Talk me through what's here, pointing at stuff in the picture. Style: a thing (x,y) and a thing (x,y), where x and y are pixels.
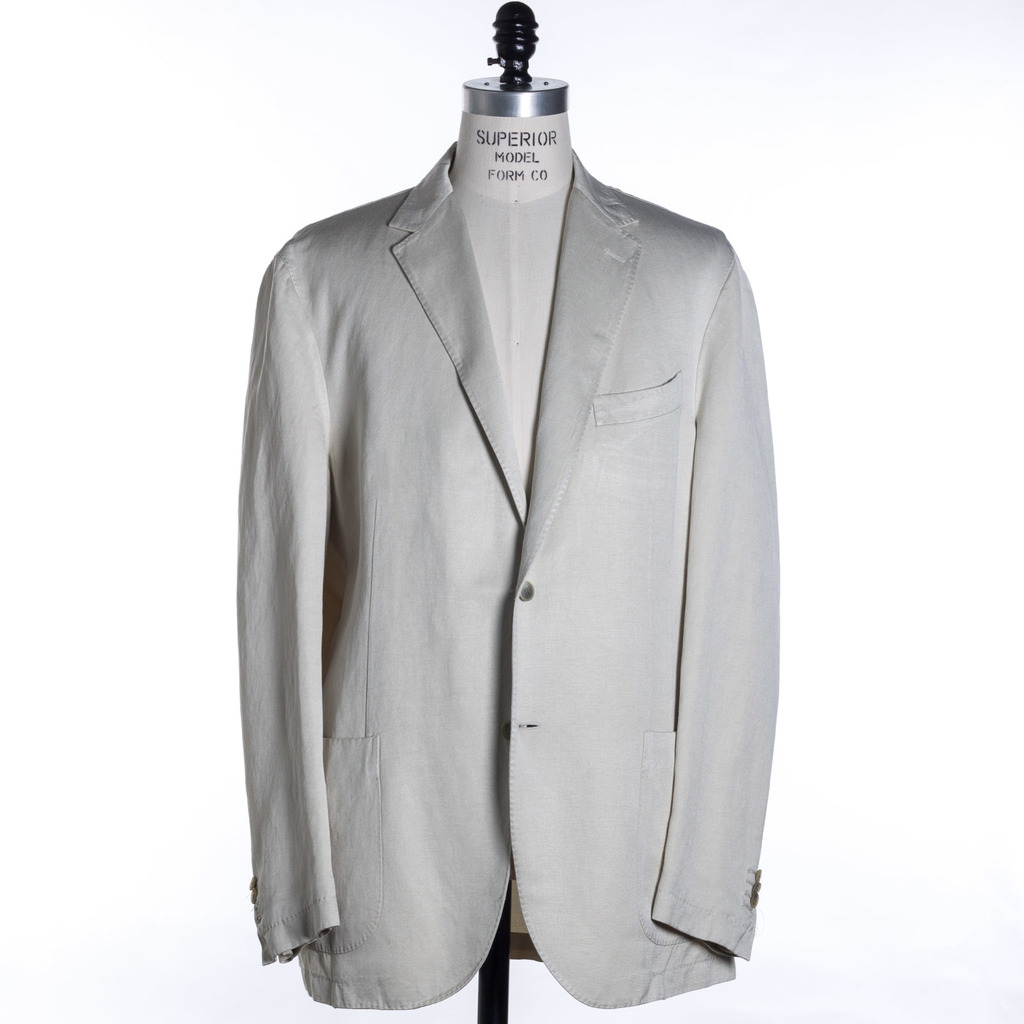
There is a coat (341,420) on a mannequin (404,504) in the center of the image (384,438).
